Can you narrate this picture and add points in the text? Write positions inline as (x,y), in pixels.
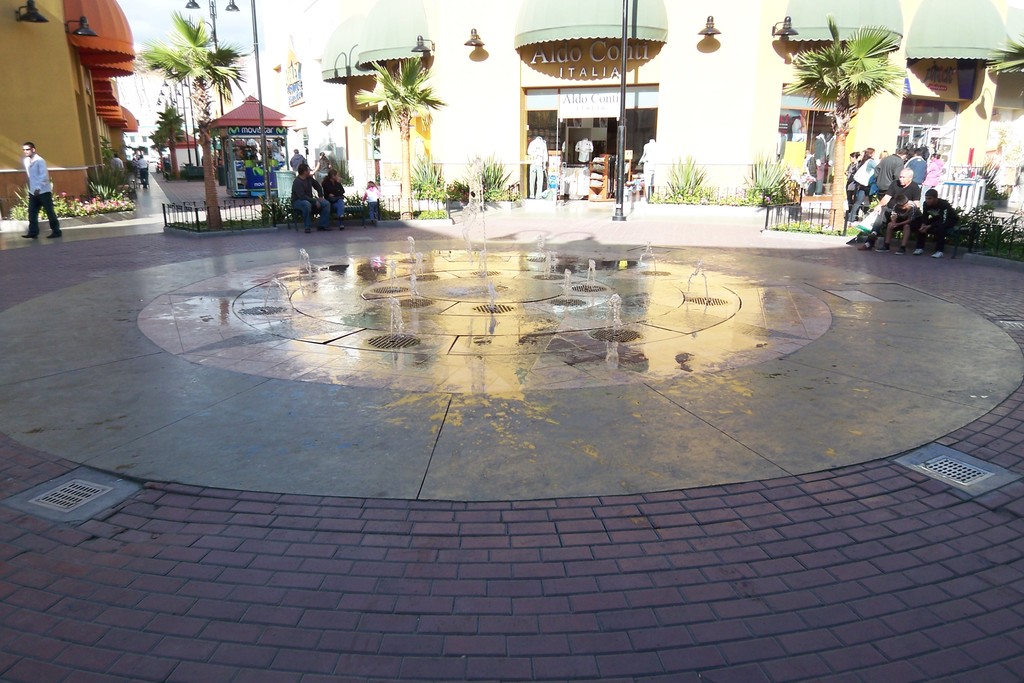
In this picture we can see the floor (714,594), water (440,287), some people (343,199) are sitting on benches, some people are walking on the ground (172,245), buildings (321,82), trees (423,101), lamps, poles (214,19) and some objects (274,186) and in the background (146,40) we can see the sky (236,35).
